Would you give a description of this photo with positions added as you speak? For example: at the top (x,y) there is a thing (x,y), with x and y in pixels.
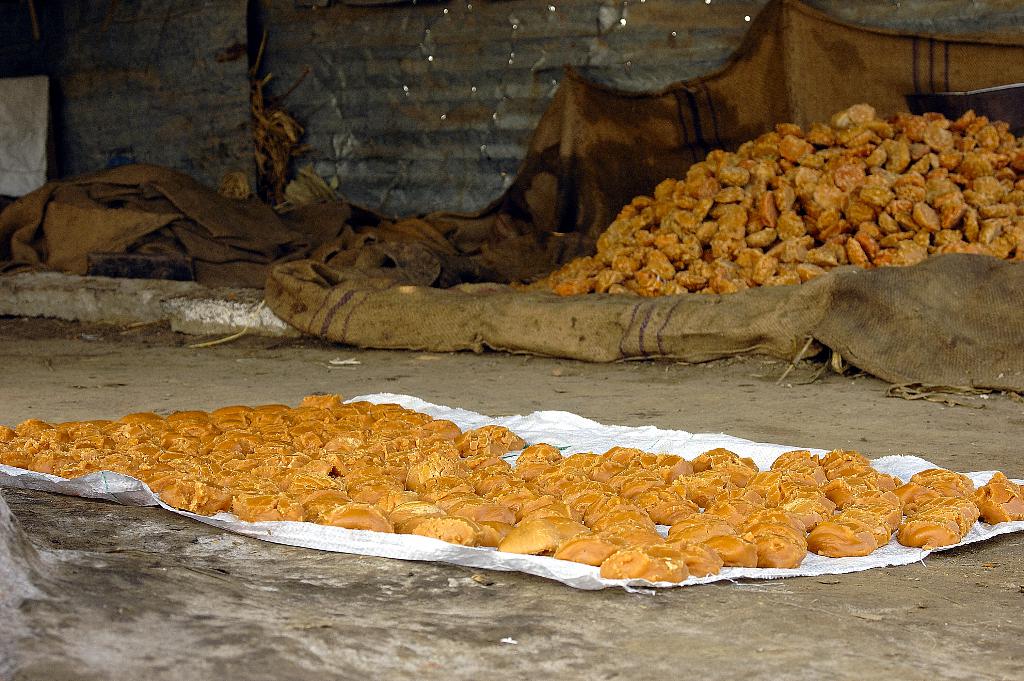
There are food items (574,479) arranged on the cover of a bag (974,531) which is on the floor (773,612). In the background (866,253), there are food items (943,152), there are bags covers (316,285) and there is wall (336,53).
